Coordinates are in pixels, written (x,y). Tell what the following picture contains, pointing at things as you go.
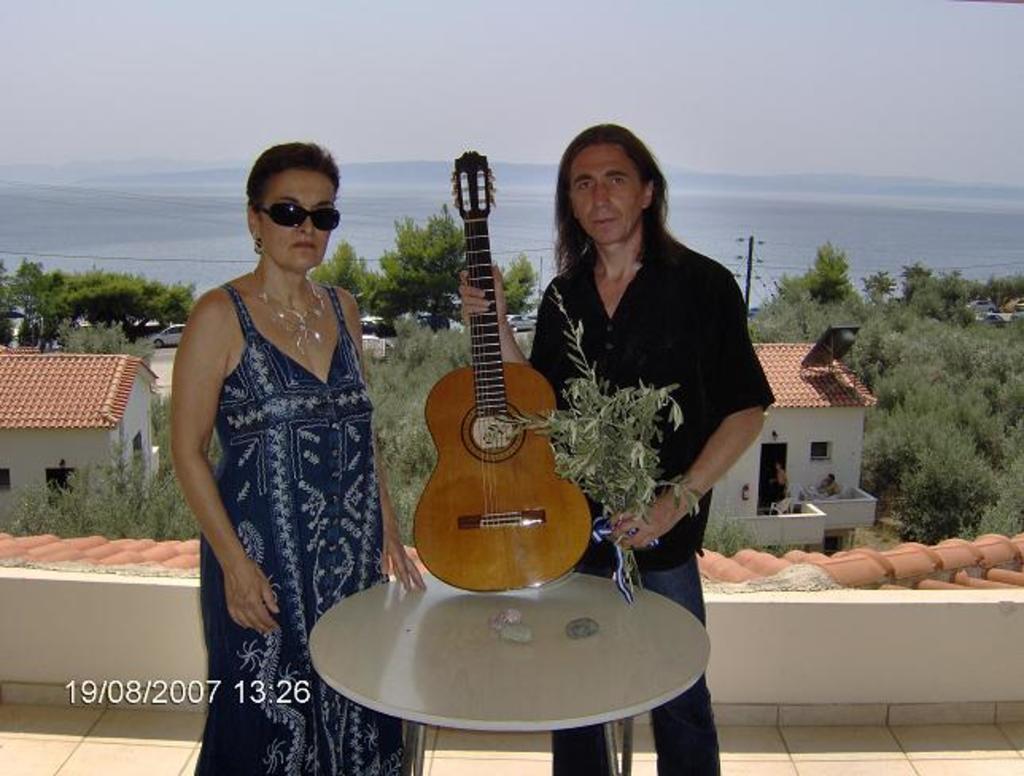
In the picture there are two people (549,363) a man (543,365) and a woman (317,386), the man (564,361) is holding guitar (553,496) in his hand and a bouquet (633,475) in his other hand (632,543), there is a table (610,671) in front of them behind them there is a sea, sky (420,59), lot of trees (111,315) and few houses (822,497).
